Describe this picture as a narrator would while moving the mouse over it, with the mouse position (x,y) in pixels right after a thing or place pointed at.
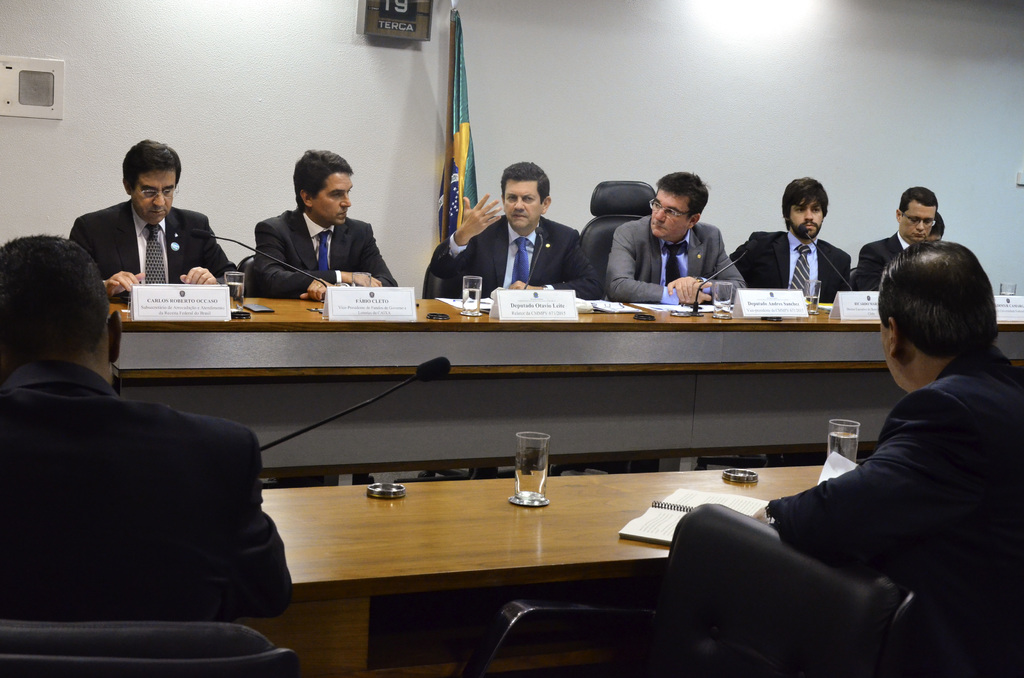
In this image there are few persons (318,209) are wearing suit (120,254) and tie (155,243). They are sitting on chairs (852,272) before a table (342,326) having few name boards (374,315), mike's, glasses (475,287) are on it. Bottom of image (902,557) there are two persons (915,641) sitting on the chairs (283,677) before a table (532,523) having glasses (537,489), mike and book (752,507) are on it. Top of image (445,211) there is a flag (469,135) attached to the pole (452,20) is kept near the wall (755,62) having a light (751,24) and a clock (409,33) are attached to it.
